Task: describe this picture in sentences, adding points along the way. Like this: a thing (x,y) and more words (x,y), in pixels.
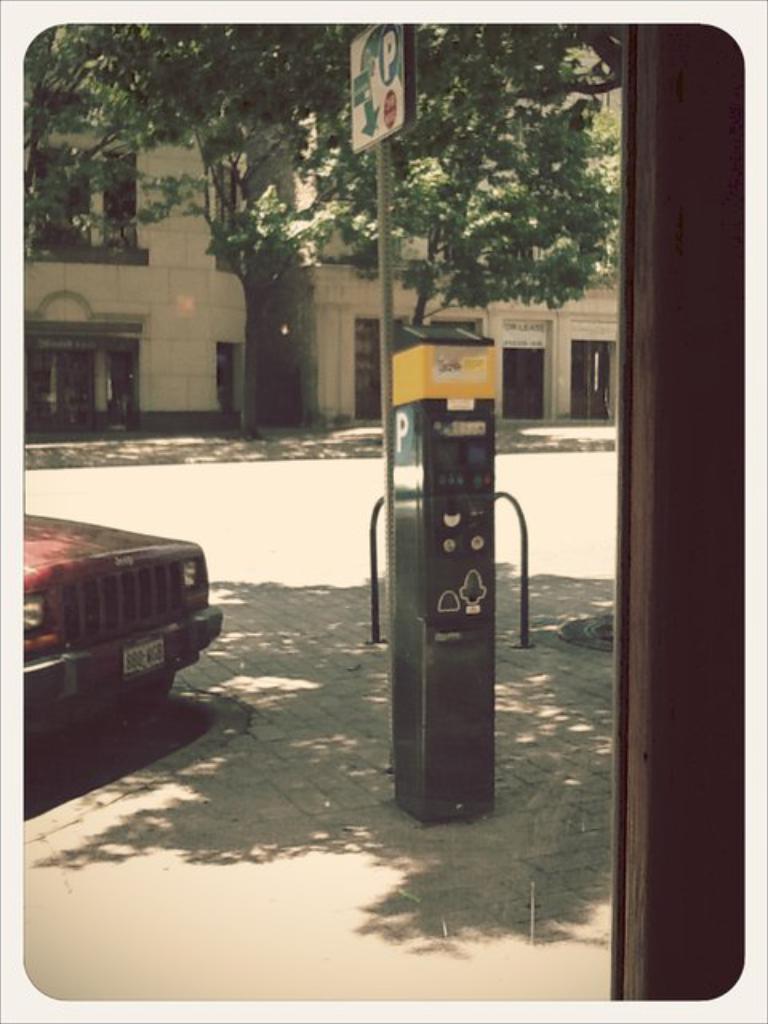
In this image I can see the ground (356,899), a parking meter (456,764) which is green and yellow in color, a metal pole (385,159) and a board (402,88) to the pole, a car (144,542) on the road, a tree (339,32) which is green in color and few buildings (168,382).
